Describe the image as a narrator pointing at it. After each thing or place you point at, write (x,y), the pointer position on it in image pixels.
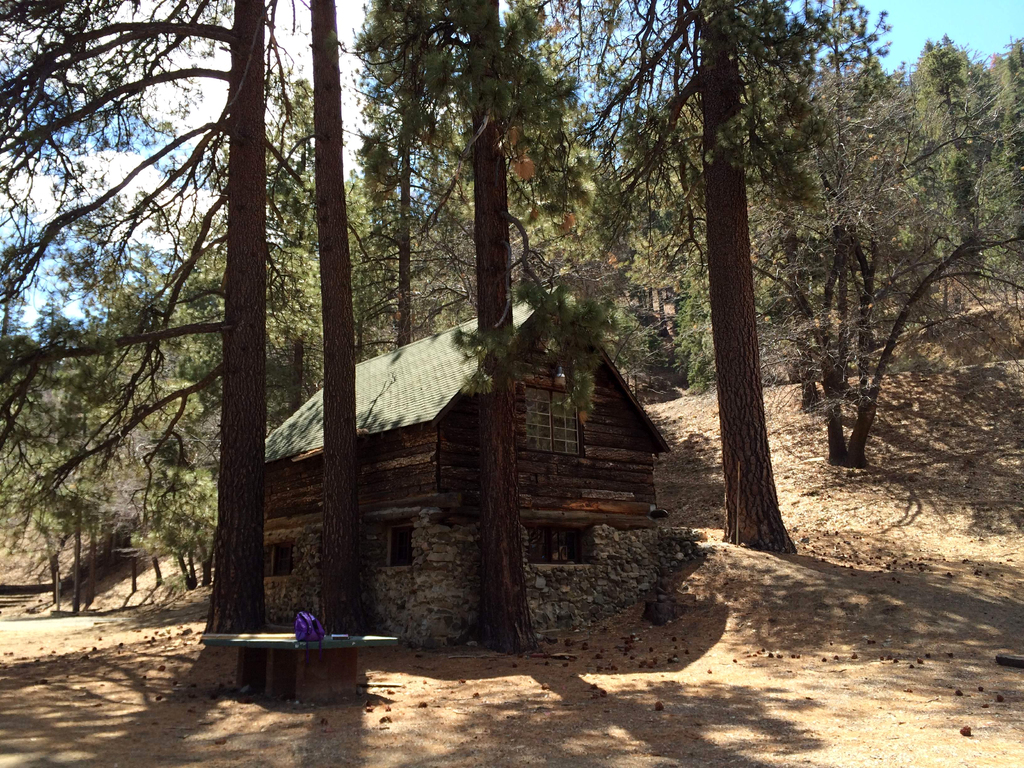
In this picture, I can see few trees (403,202) and bag (311,611) which is kept on a chair (291,682) which is made of stone (287,638) and also there is a small hut (434,440) and top of the roof (425,358) is in green color and here you can see the way (80,634).
